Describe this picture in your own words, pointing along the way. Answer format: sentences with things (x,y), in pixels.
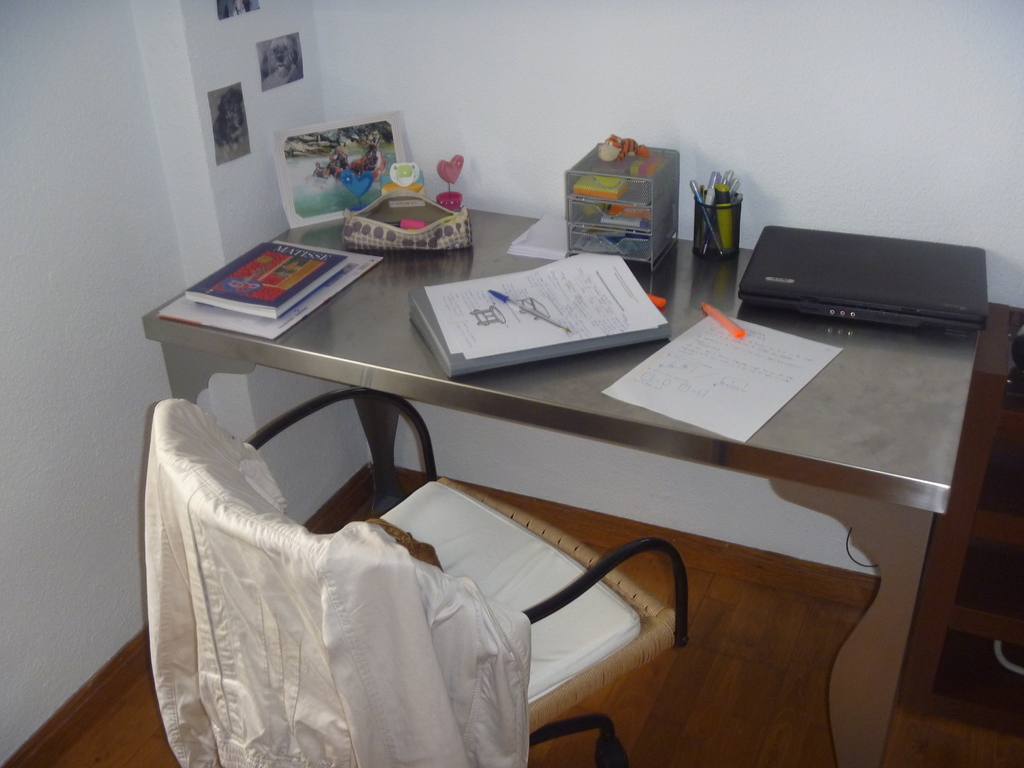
In this image we can see a table (842,715), chair (293,754), and a drawer (993,419). On the table (312,349) we can see books (622,336), papers (550,330), pens (717,313), box (597,202), frame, and other objects (768,262). In the background (249,201) we can see wall (790,92). On the wall (1010,52) we can see pictures (281,44).
